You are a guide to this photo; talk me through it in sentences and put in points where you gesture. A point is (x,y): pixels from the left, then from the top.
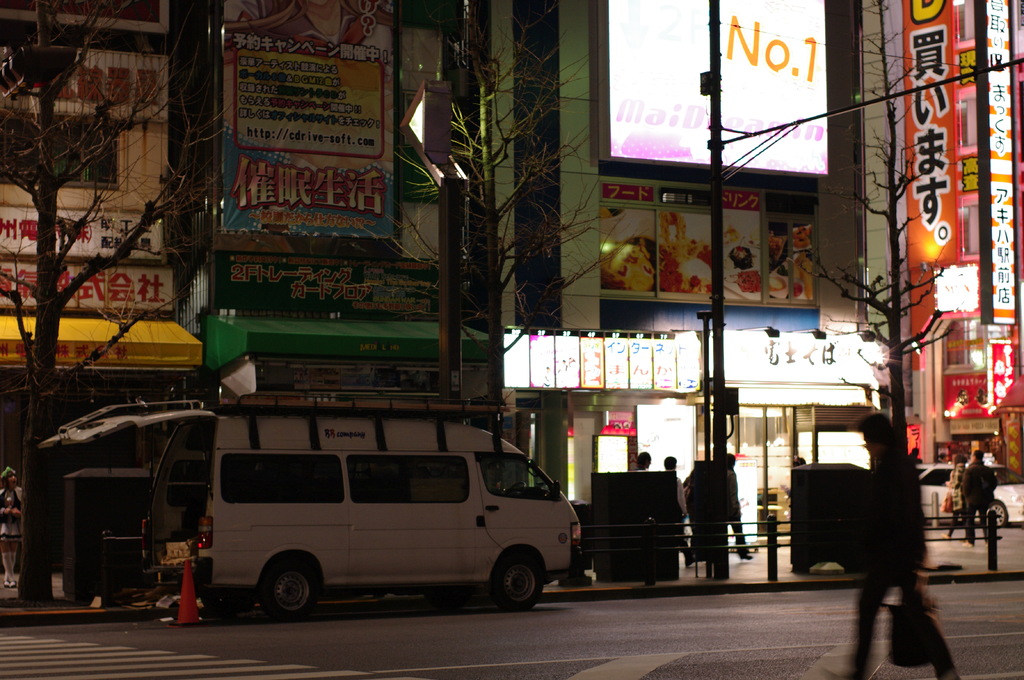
In the center of the image (388,291) we can see buildings (848,178), boards (706,223), lights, poles (446,216), trees (77,282), some vehicles (531,519), some persons (918,509), fencing (794,543), divider cone (189,566), stores (731,374). At the bottom of the image (723,604) we can see the road (686,639).
